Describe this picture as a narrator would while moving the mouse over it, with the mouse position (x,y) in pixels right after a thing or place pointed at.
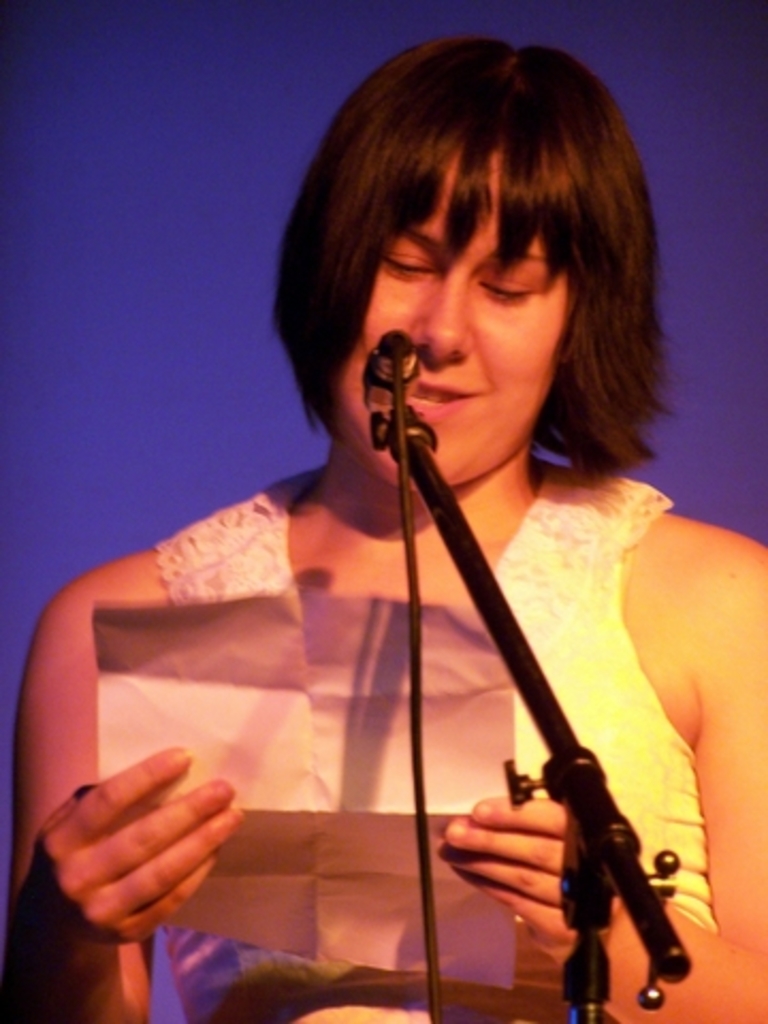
In this image I can see a woman (125,943) and I can see she is holding a white colour paper (213,912). I can also see she is wearing a white colour top (558,533) and in the front of her I can see a mic (391,334) and a wire (413,632). I can also see blue colour in the background (243,372).
